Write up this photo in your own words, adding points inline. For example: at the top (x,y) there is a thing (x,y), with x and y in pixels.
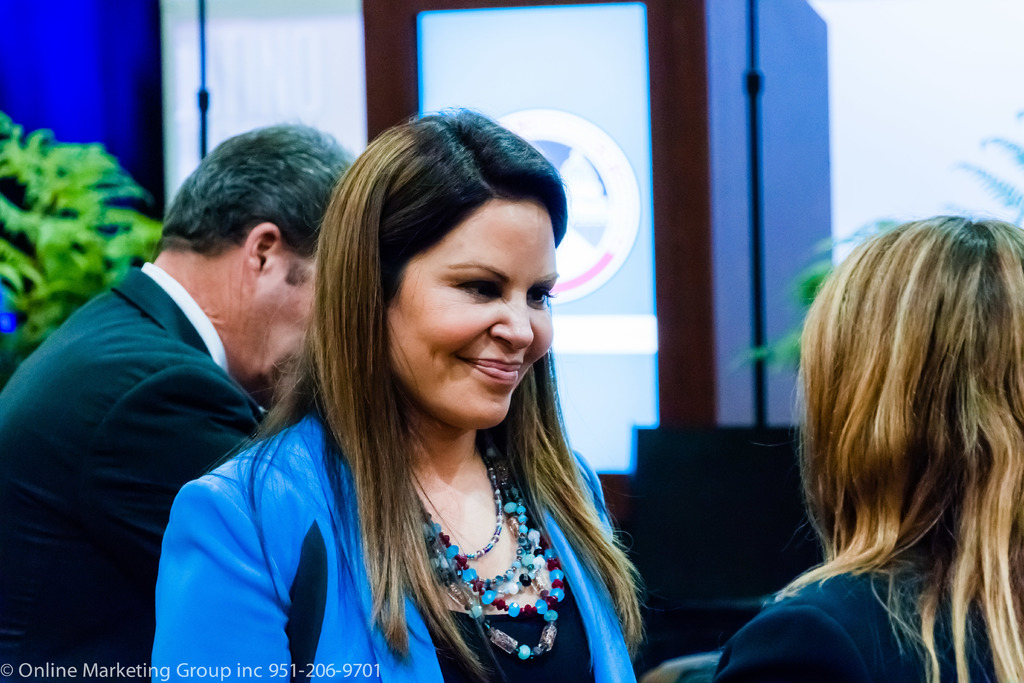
In this image there are people (546,424). In the background (853,116) there is a wall (834,90) and we can see a podium (622,488). There are plants (68,152).
